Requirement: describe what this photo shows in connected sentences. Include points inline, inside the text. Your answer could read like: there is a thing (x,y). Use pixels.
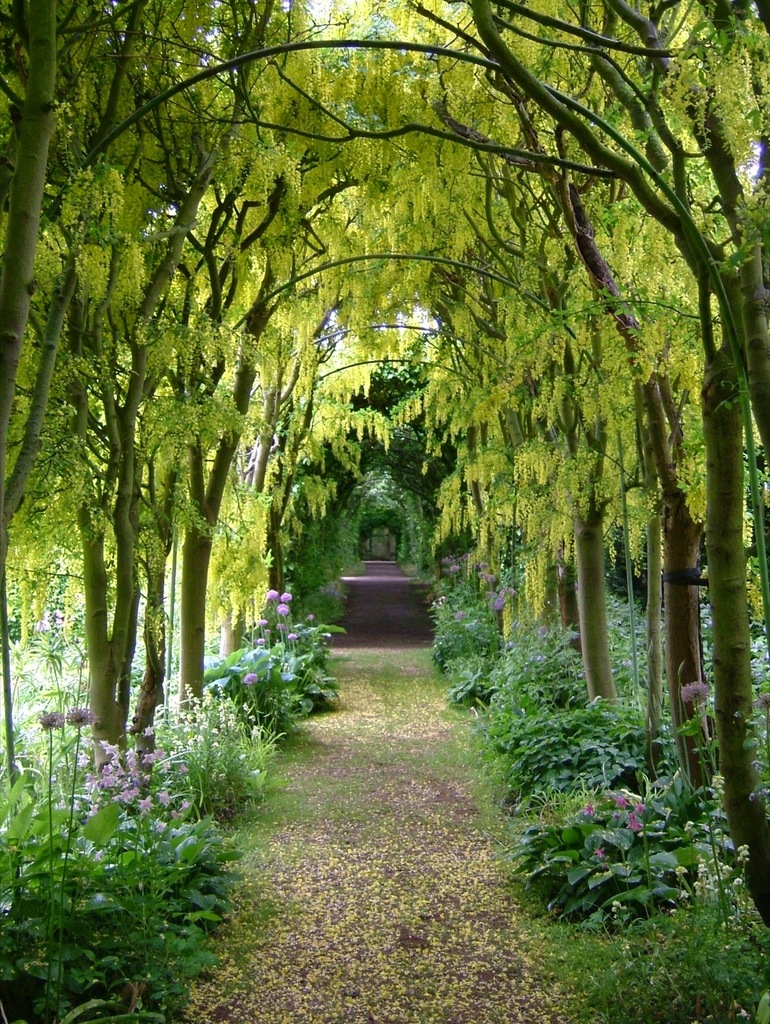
In the foreground of this picture (396,905), there is a path (399,819) to which plants (433,576) and trees (344,456) are on the either side.
